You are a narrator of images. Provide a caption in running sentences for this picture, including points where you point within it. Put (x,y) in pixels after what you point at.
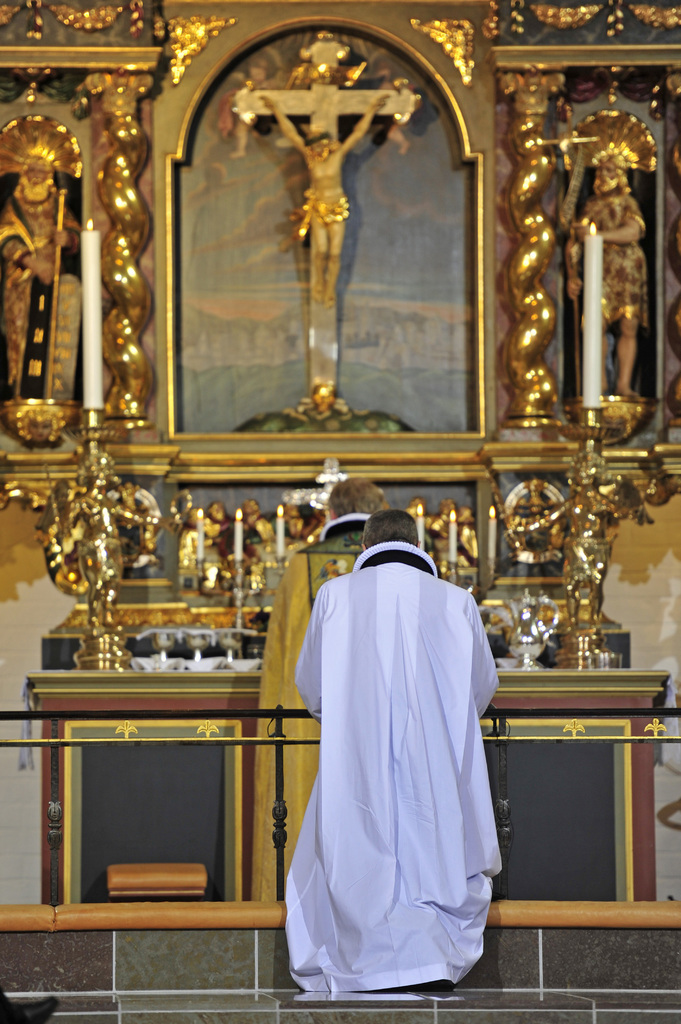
In this image we can see an inside view of a church (371,283), there are two men (331,699) standing and kneeling, there are stands (574,531), there are candles (96,257), there are sculptures (570,247), at the background of the image (347,279) there is a wall (643,606).
